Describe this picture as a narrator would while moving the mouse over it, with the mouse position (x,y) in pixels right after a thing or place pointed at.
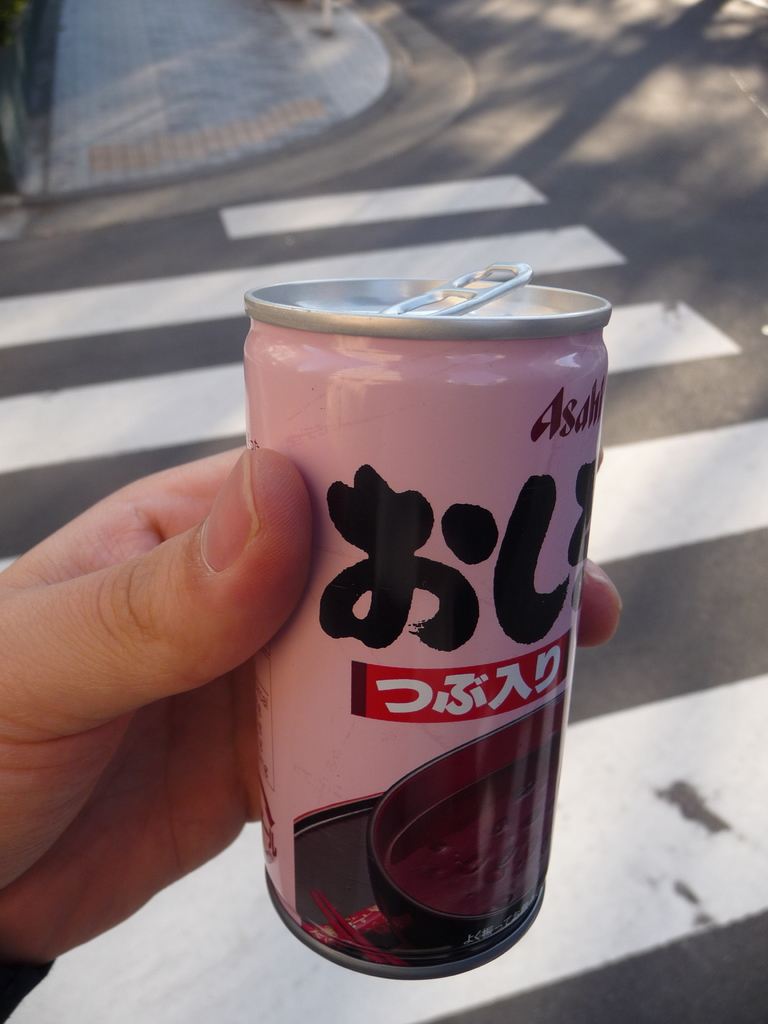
There is a human hand (60,743) is holding a can (456,586) as we can see in the middle of this image (307,639) and there is a road (683,302) in the background (609,877).
